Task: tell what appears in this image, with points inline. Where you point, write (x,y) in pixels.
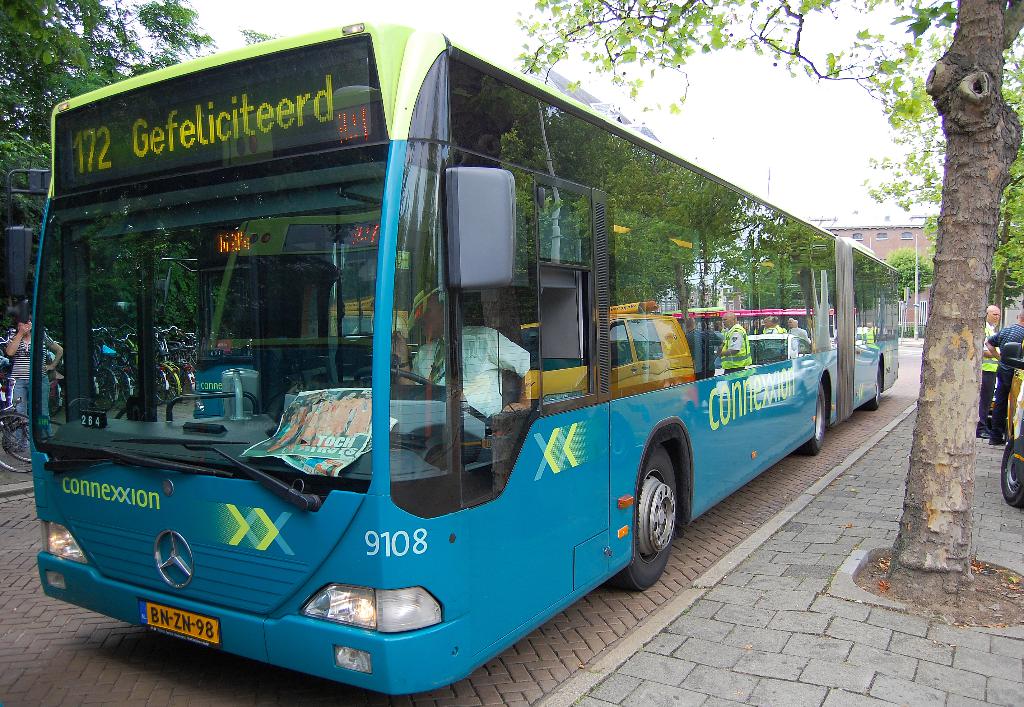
In this picture we can see a person (493,353) is sitting in a bus (456,332). On the left side of the image (95,349) there are bicycles (123,358) and trees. On the right side of the image (995,365), some people (1000,365) are standing and there is a pole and the building (887,234). Behind the bus (710,257) there is the sky (865,215).
